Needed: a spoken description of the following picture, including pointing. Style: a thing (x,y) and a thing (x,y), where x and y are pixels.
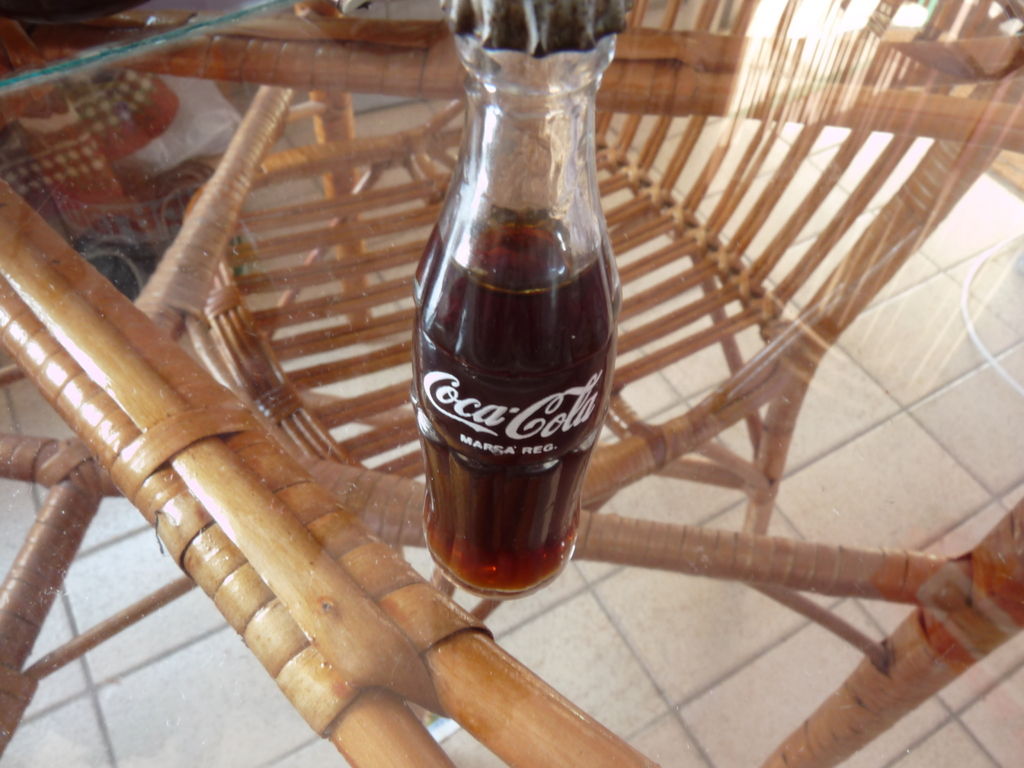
A coke bottle (488,124) is on a table (738,530).
